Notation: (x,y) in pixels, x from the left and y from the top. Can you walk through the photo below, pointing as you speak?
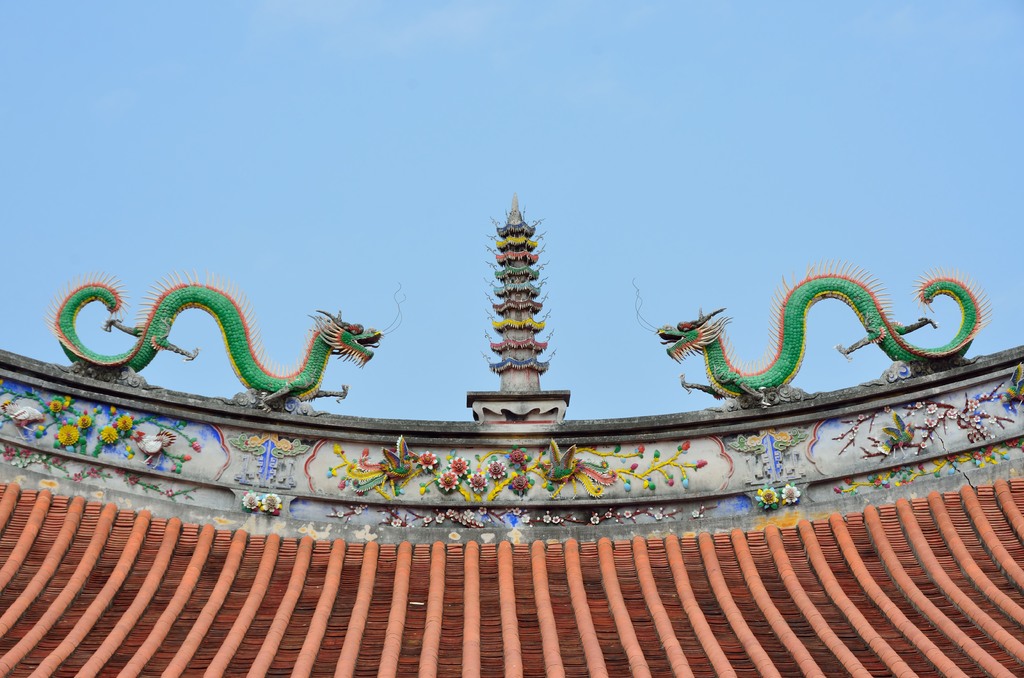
In the image we can see there is a top view of the building (157,426) on which there are two dragons (261,362) and in between there is a tower (515,317). There are bricks (551,620) on the building (156,614).
